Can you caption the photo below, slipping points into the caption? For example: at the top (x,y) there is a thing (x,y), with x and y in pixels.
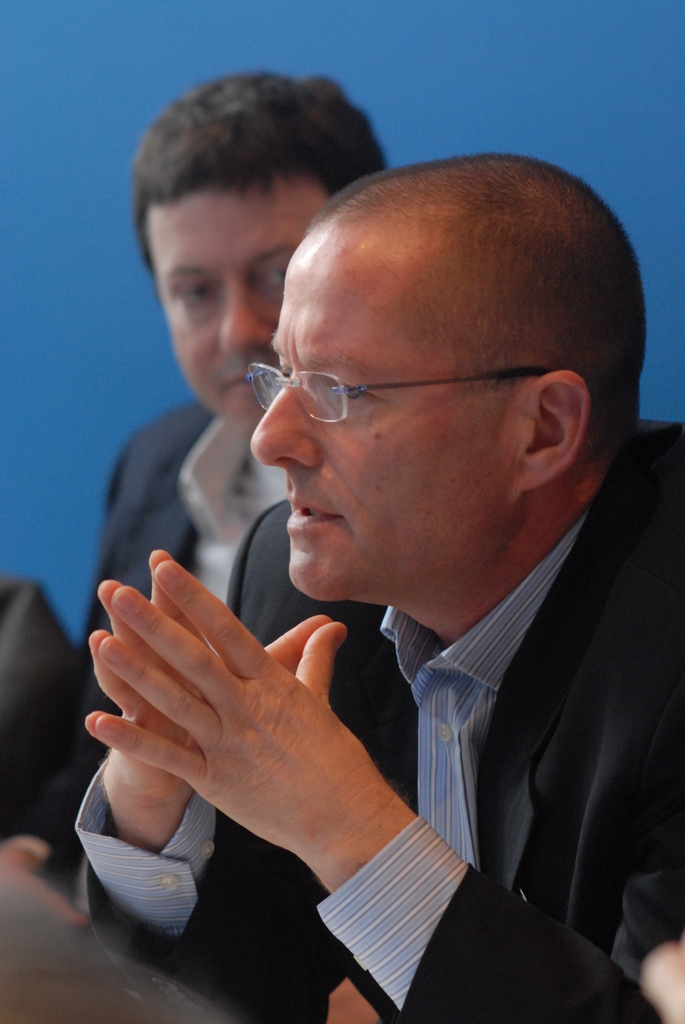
In this image we can see two persons (344,552). There is a blue color background (14,176).
